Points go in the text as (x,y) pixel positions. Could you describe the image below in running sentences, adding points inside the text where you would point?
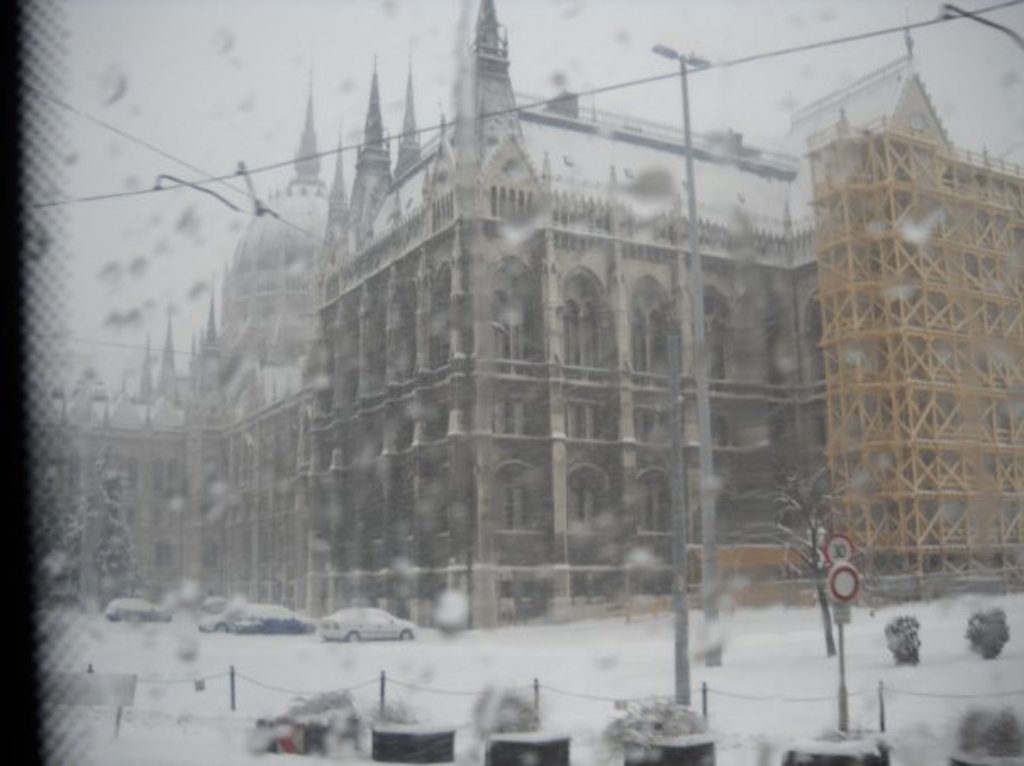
This image looks like a screen (59,692). in which we can see the buildings (513,395) and snow (400,681). At the bottom (165,608), there are plants (997,652) and cars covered with the snow (414,680). At the top (336,6), there is sky (374,44).
